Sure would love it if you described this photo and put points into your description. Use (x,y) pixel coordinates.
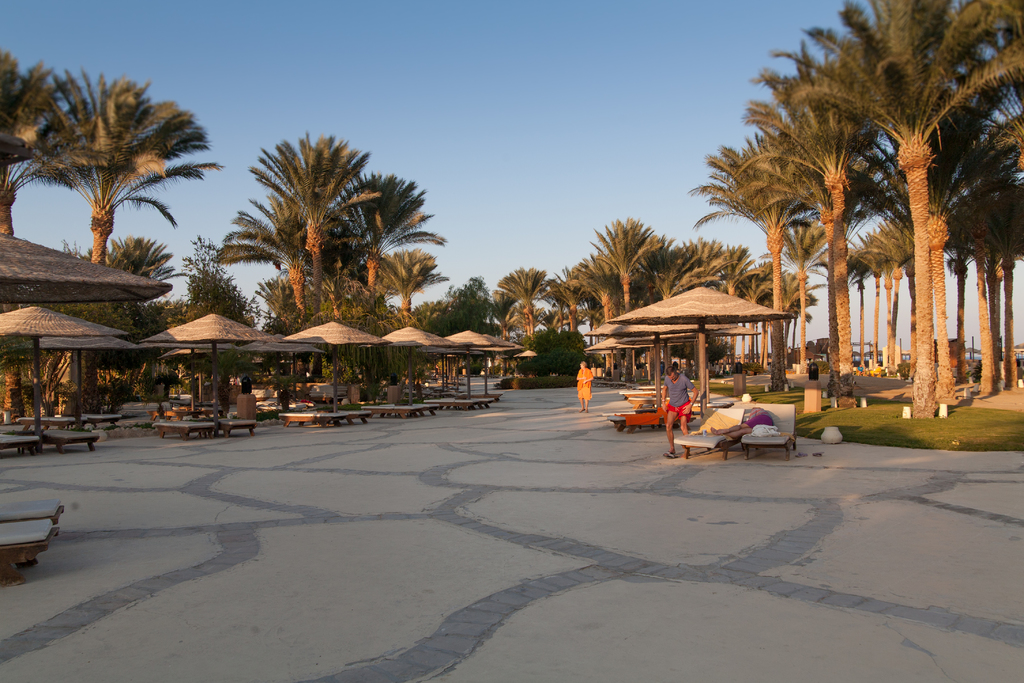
In this image we can see tents (161,343) with benches (55,436). Also there are few people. There are many trees (247,256). On the ground (871,424) there is grass (881,440). In the background (496,178) there is sky (404,104).
